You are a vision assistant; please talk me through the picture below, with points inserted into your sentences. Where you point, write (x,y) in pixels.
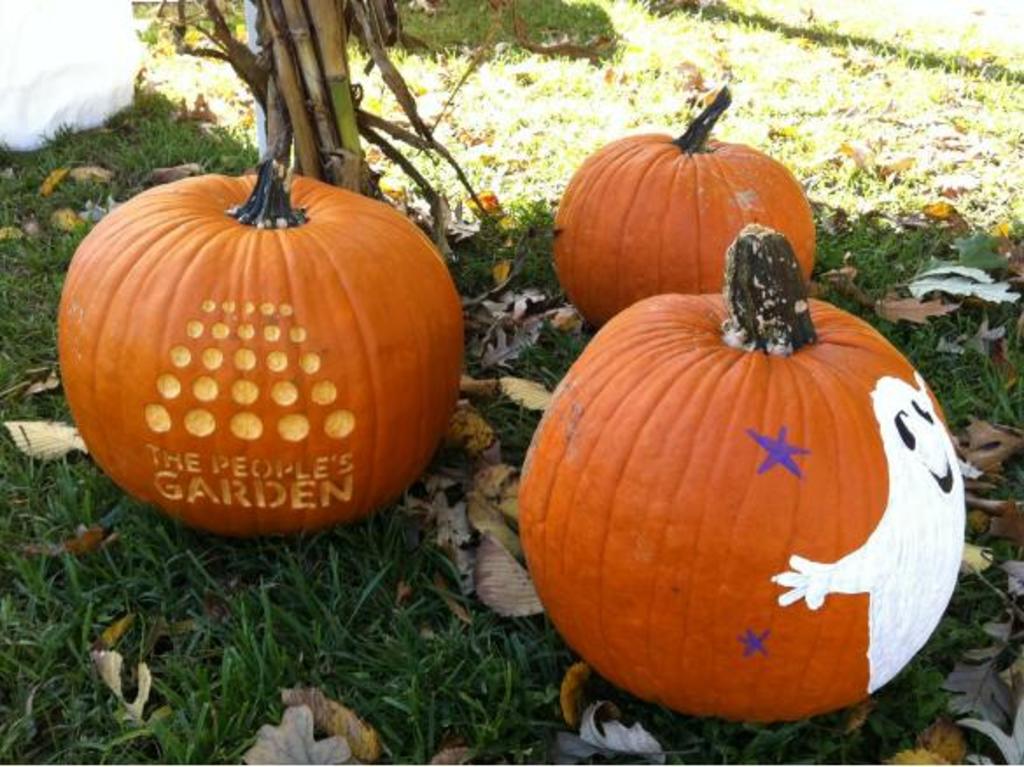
There are pumpkins (317,273) kept on a grassy land (526,378) as we can see in the middle of this image (560,298). We can see stems (310,77) at the top of this image (333,96).
